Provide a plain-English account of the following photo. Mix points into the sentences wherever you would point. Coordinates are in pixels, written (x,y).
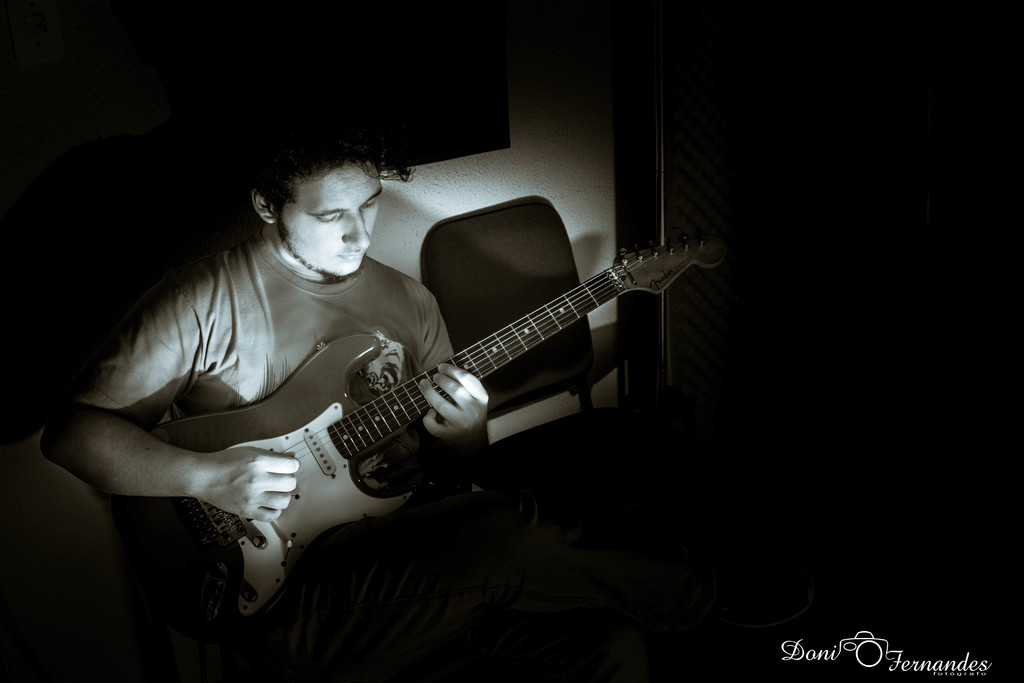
In this image i can see a person (221,294) holding a guitar (256,406) and sit on the chair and right side (795,646) corner i can see a text (810,656) written on the image.
